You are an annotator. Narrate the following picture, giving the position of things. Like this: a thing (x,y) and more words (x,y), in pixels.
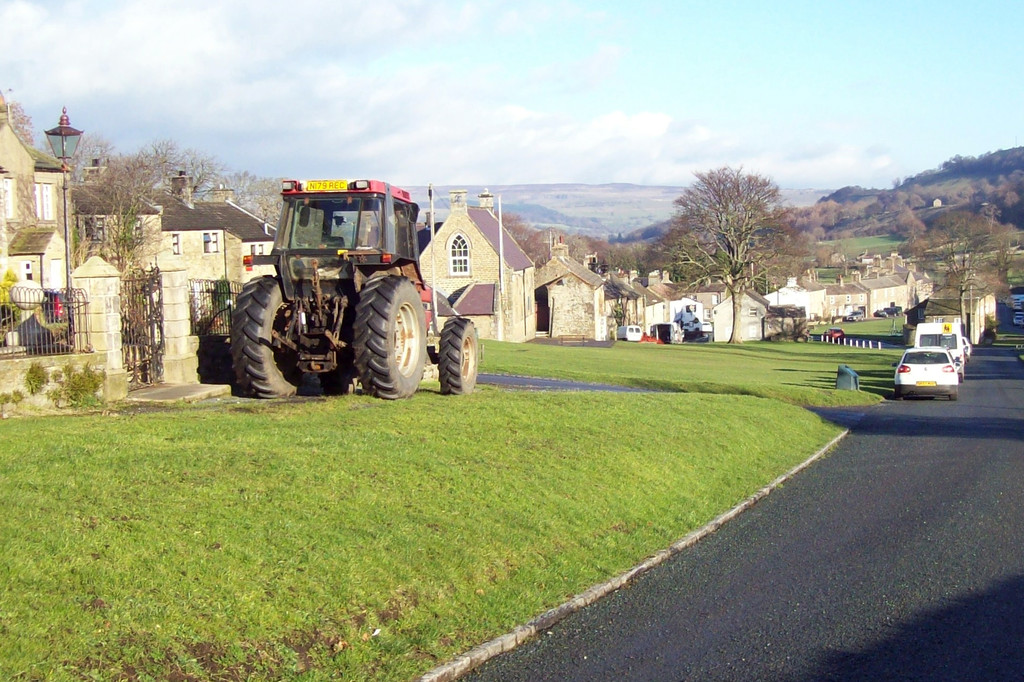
In this image I can see road (905,520) and on it I can see few white colour vehicles (935,368), grass (768,399), trees (743,264), number of buildings (268,239), poles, lights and few more vehicles (323,330). In the background (408,94) I can see clouds (408,86) and the sky (782,57).
